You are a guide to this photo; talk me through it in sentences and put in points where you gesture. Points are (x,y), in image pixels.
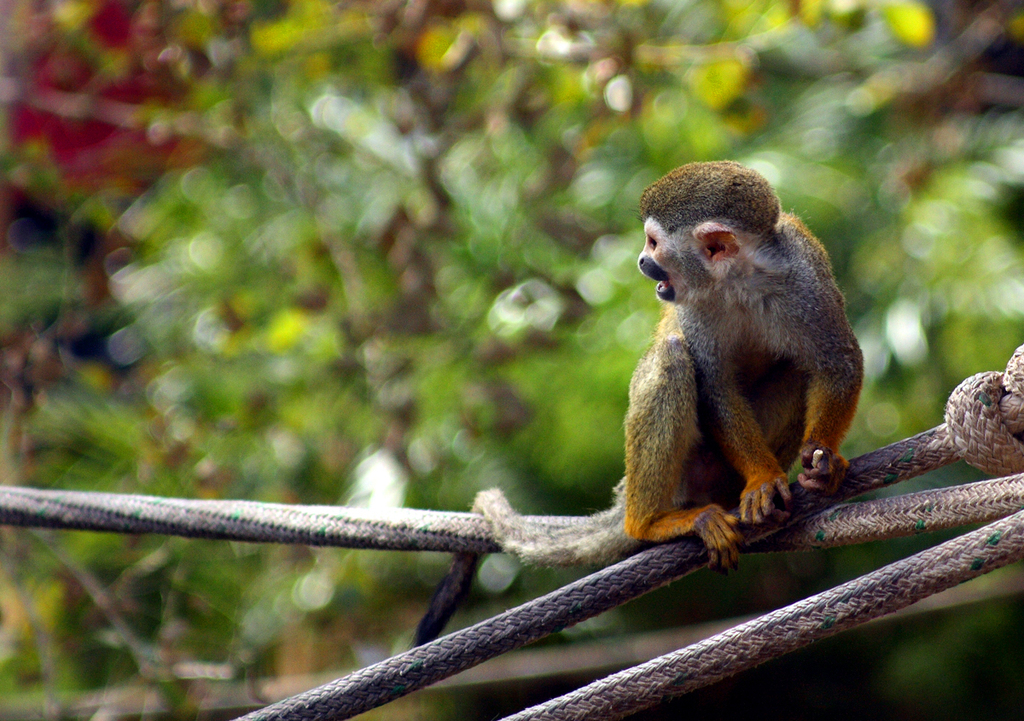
On the right side of the picture (804,379), we see an animal (675,420) which looks like a monkey (666,372) is sitting on the ropes (688,560). Behind that, we see trees (329,333) and in the background (541,148), it is blurred.
